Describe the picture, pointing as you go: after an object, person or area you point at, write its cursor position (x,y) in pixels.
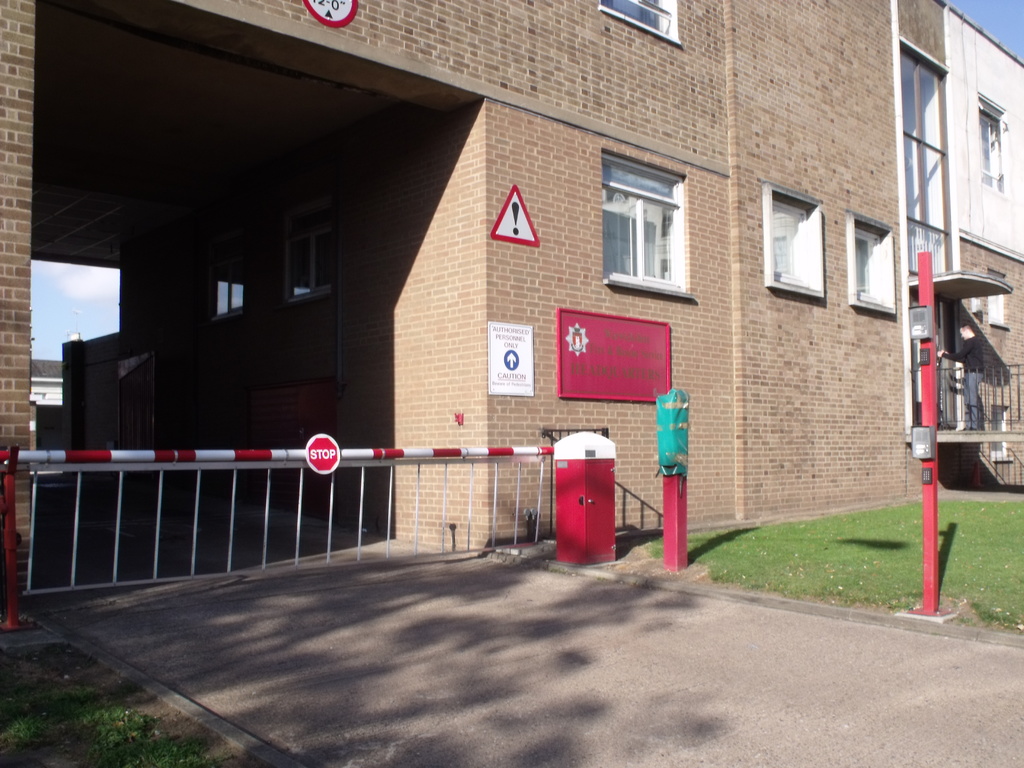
At the bottom (431,608) there is a road (481,678). On both sides of the road (430,659) I can see the grass (875,573). Here I can see a building (513,134) along with windows (666,232). There are few boards (564,360) attached to the wall (558,182). On the left side (76,523) there is a railing (161,497).
